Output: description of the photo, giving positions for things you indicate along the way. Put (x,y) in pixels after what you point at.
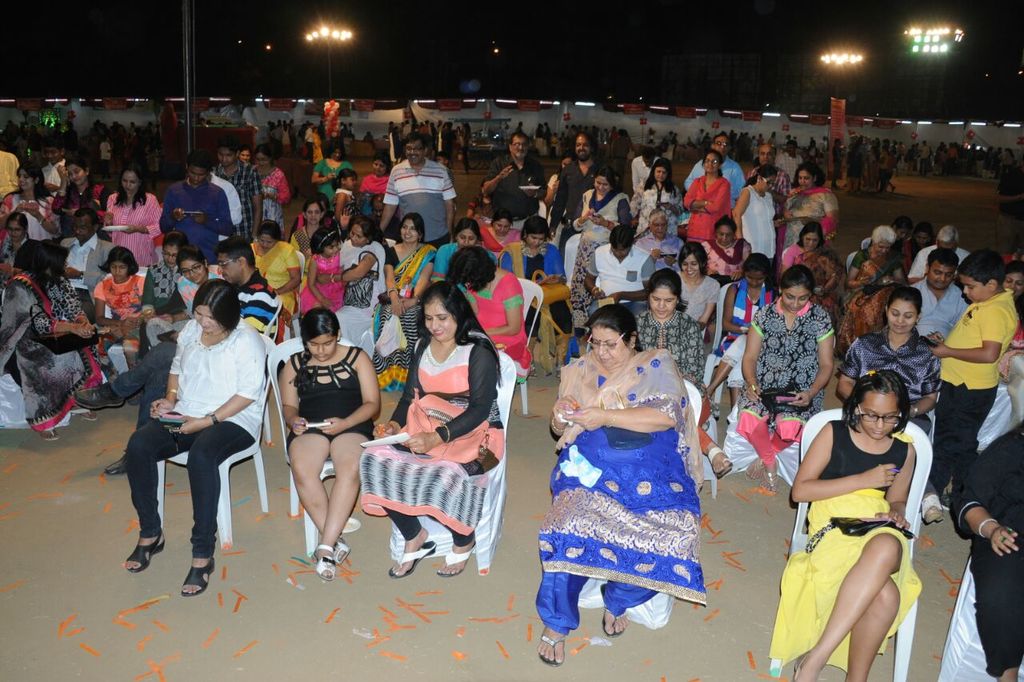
As we can see in the image there are group of people (557,437) here and there. Few of them are sitting on chairs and few are standing. In the background (342,30) there are lights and the image is little dark.
